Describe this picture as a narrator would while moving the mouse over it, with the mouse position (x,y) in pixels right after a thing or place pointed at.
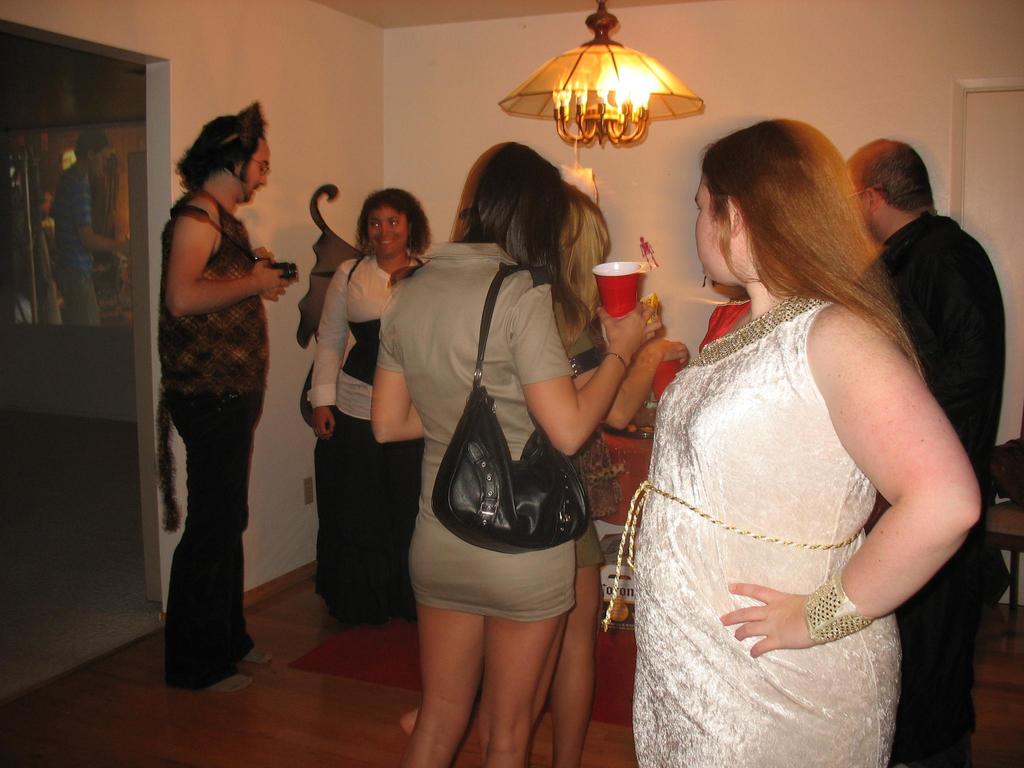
This is the picture of a place where we have some people (567,310) holding some glasses (610,289), among them a lady (503,370) is wearing the bag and also we can see a lamp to the roof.
